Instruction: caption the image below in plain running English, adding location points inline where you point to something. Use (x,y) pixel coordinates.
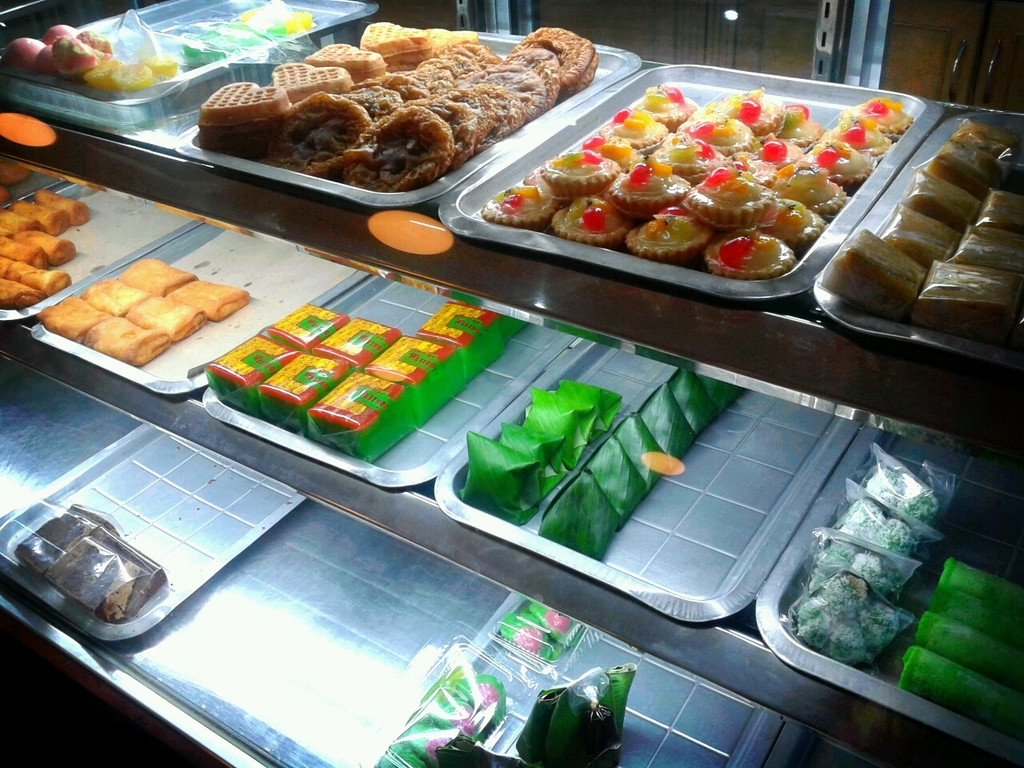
In this picture we can see different food items (730,168) placed in the trays (671,712). They are arranged in the racks (39,637).
